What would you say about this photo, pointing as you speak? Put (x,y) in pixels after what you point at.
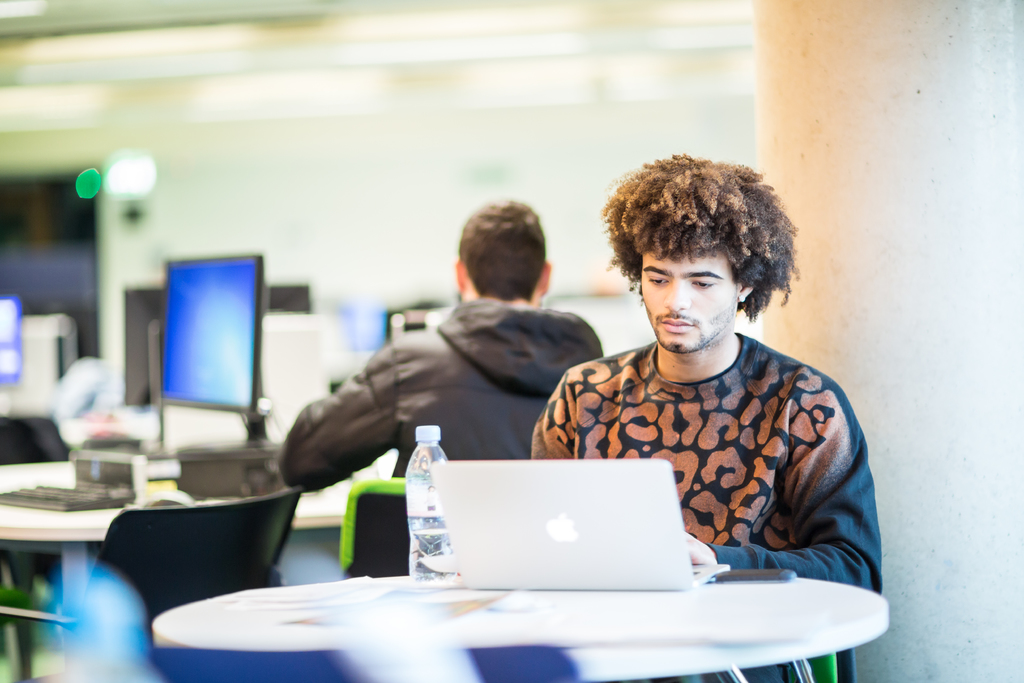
In the center of the image (373,416) there is a table (655,649) and there are two people (693,464) in the image. The man (630,425) in the front (677,499) is working on the laptop (515,553). There is a bottle (426,454), laptop (513,571), keyboard (57,499) which is placed on the table (305,640). There are chairs (379,525). There are screens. In the background (770,137) there is a pillar (899,126) and a wall (428,187).
